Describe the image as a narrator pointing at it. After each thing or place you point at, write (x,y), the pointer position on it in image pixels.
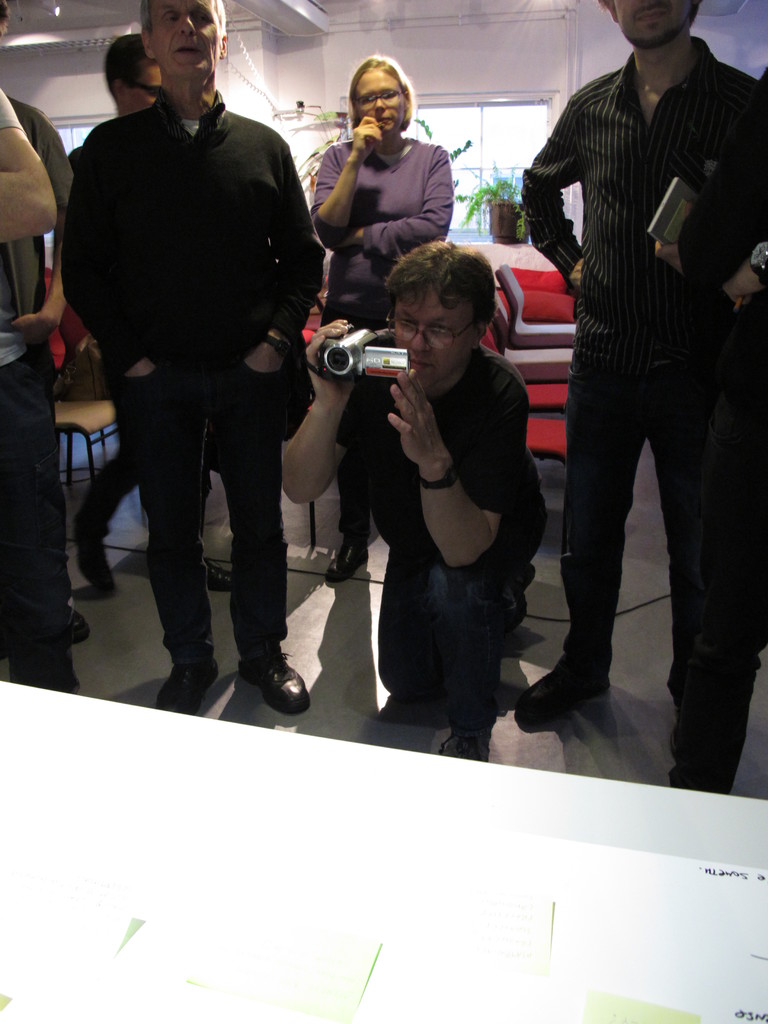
In this image I can see few people (405,428) and one person (427,649) is holding the camera (344,342). I can see few windows (452,161), flowerpot (515,226) and the wall (509,72).
